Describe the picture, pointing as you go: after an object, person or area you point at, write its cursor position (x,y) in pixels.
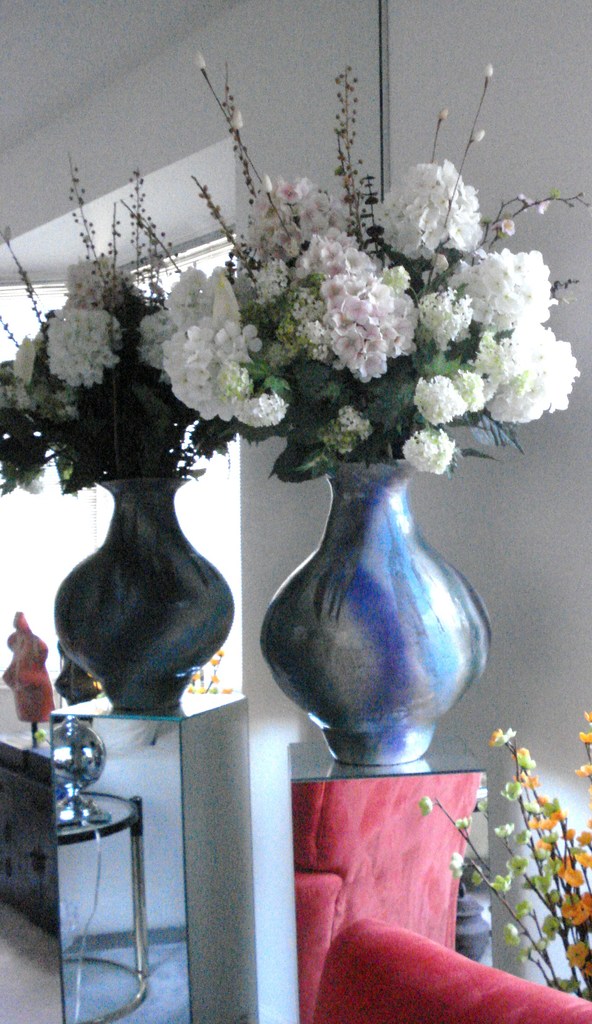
In the center of the image (213,376) there is a flower vase (474,593) with white color flowers (278,284) in it. At the bottom of the image (334,924) there is a red color chair (354,1016). To the left side of the image (192,652) there is a mirror (201,576). In the background of the image (511,81) there is a wall (494,104).
